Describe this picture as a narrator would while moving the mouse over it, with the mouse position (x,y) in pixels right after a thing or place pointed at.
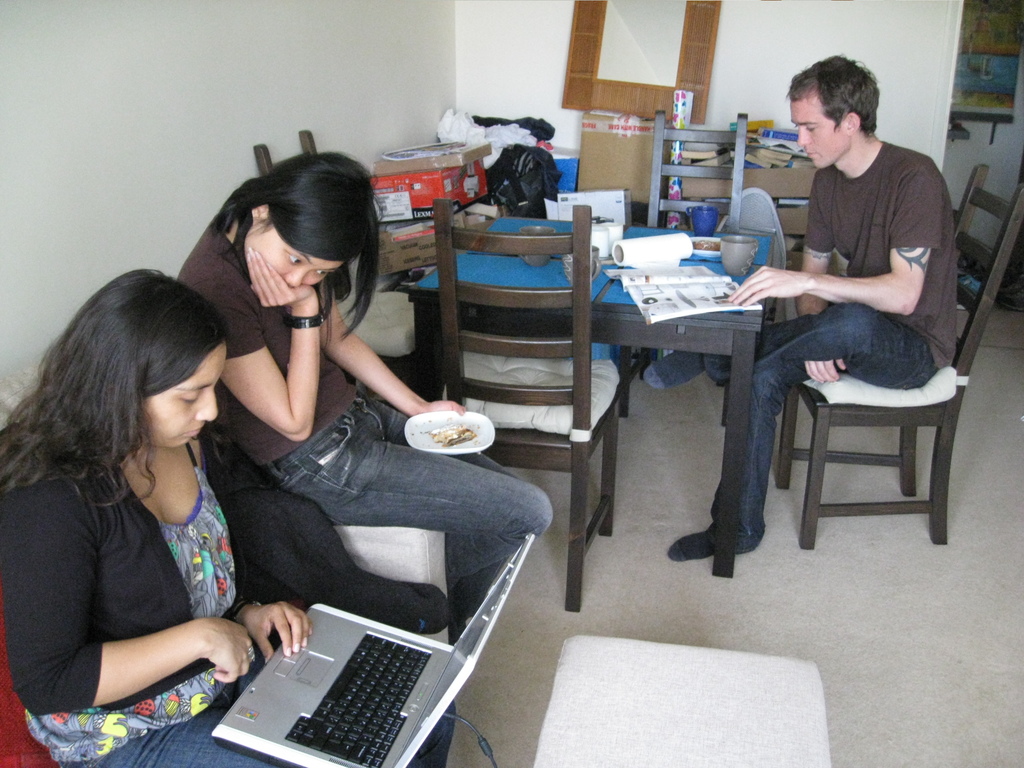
In the picture we can see three people (305,380), two are women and one is man (860,301), they are sitting on chairs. One women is holding a laptop (396,755) and working, and another woman (312,394) is holding a plate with food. The man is reading a book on a table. And on the table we can see some things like cup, papers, boxes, are kept on it. In the background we can see a wall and a frame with wooden.
